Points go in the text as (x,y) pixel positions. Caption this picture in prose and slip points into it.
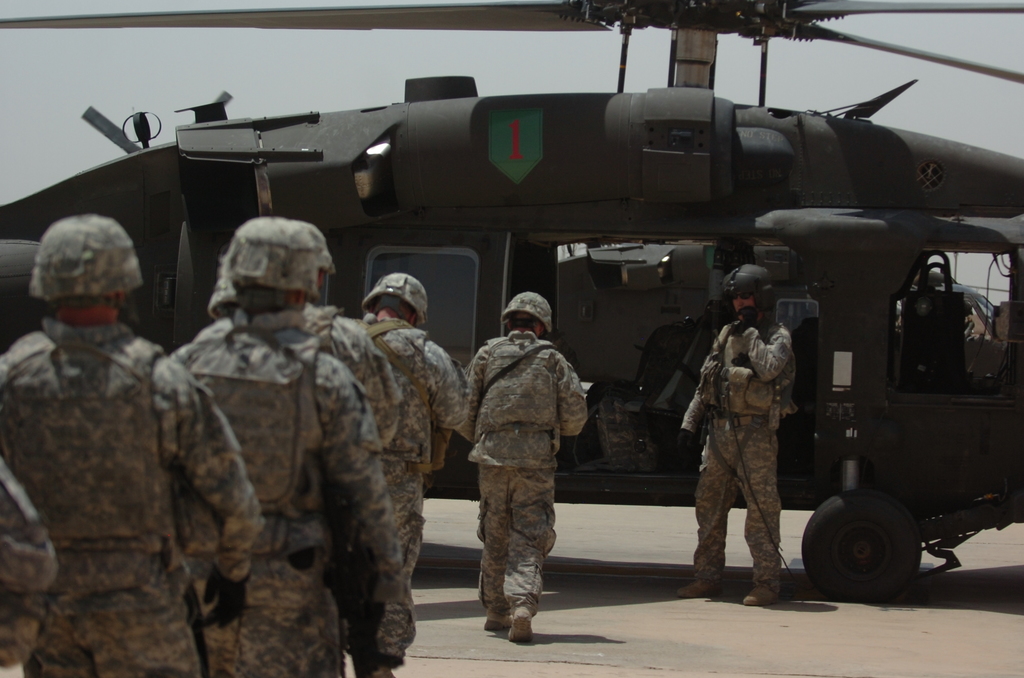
In this image we can see some soldiers (319,459) who are walking and boarding into the helicopter (532,195) which is of brown color.
